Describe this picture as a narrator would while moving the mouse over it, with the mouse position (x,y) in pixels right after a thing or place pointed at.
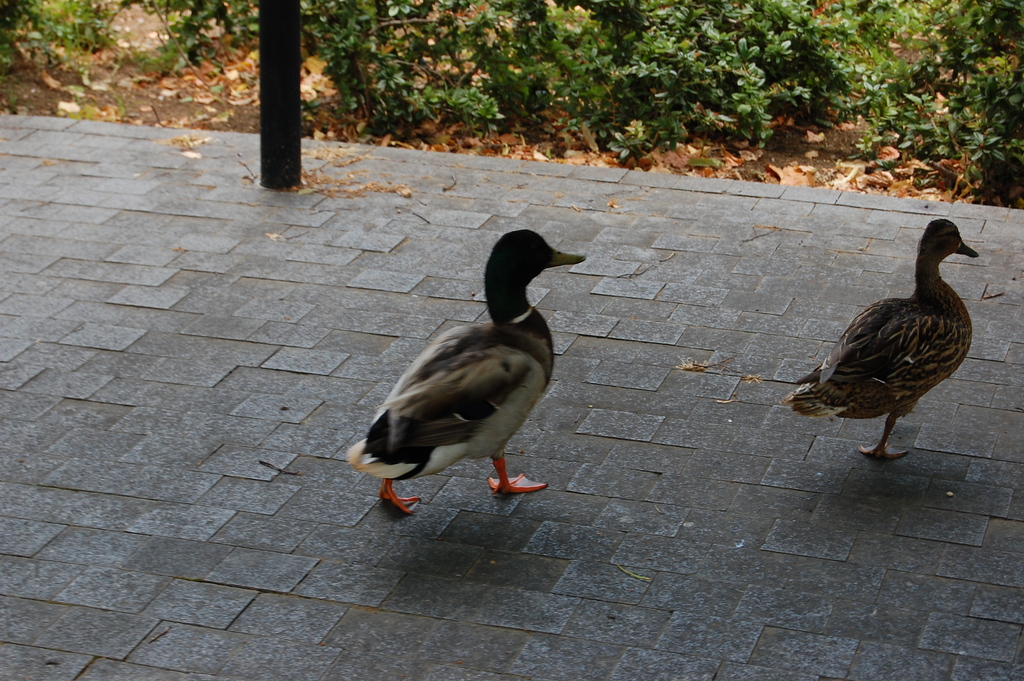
In this image I can see two birds (890,324) in white, black and brown color. I can see few green plants (347,104) and a pole (274,103).
